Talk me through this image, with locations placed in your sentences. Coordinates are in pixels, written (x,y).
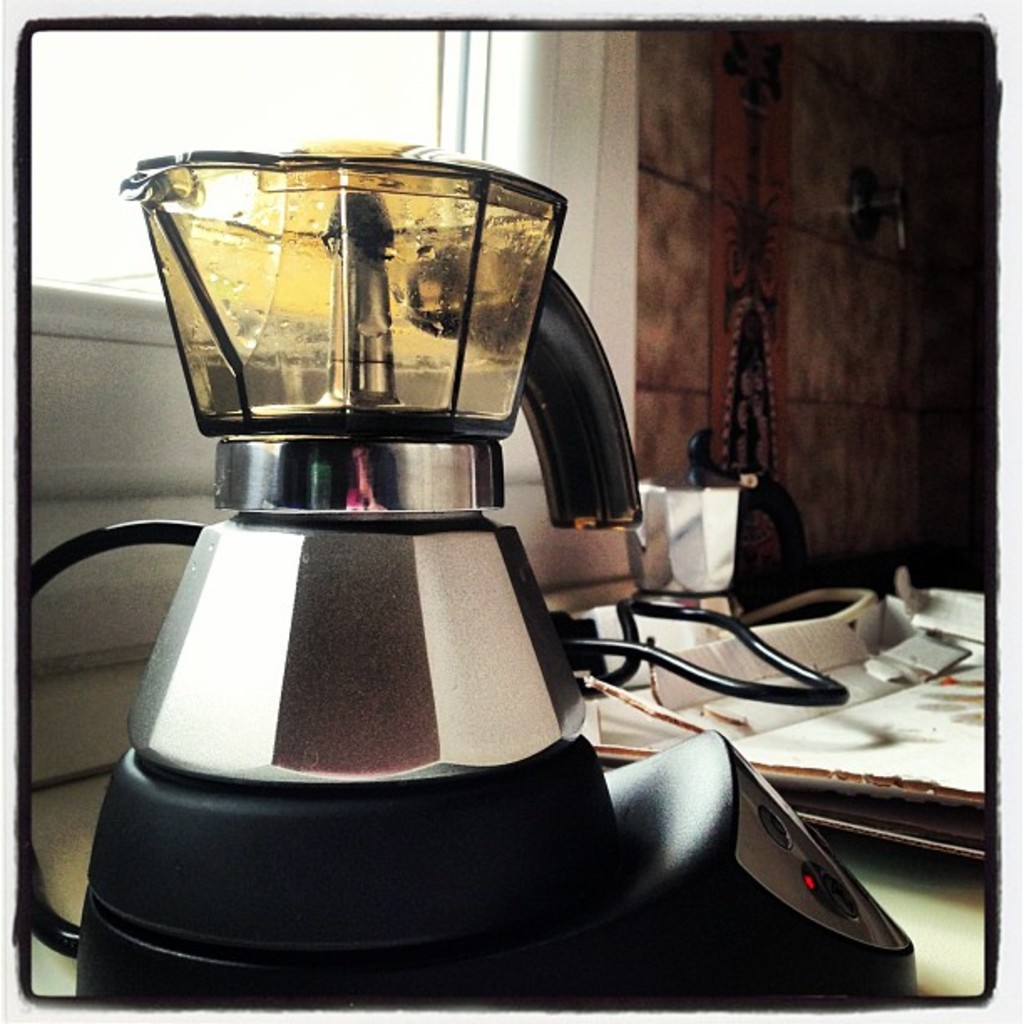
In the image there is a coffee maker (484,874) and there is a pot (365,450) kept on the machine (304,645), behind machine (291,628) there is a window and beside the window (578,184) there is a wall (683,433).
